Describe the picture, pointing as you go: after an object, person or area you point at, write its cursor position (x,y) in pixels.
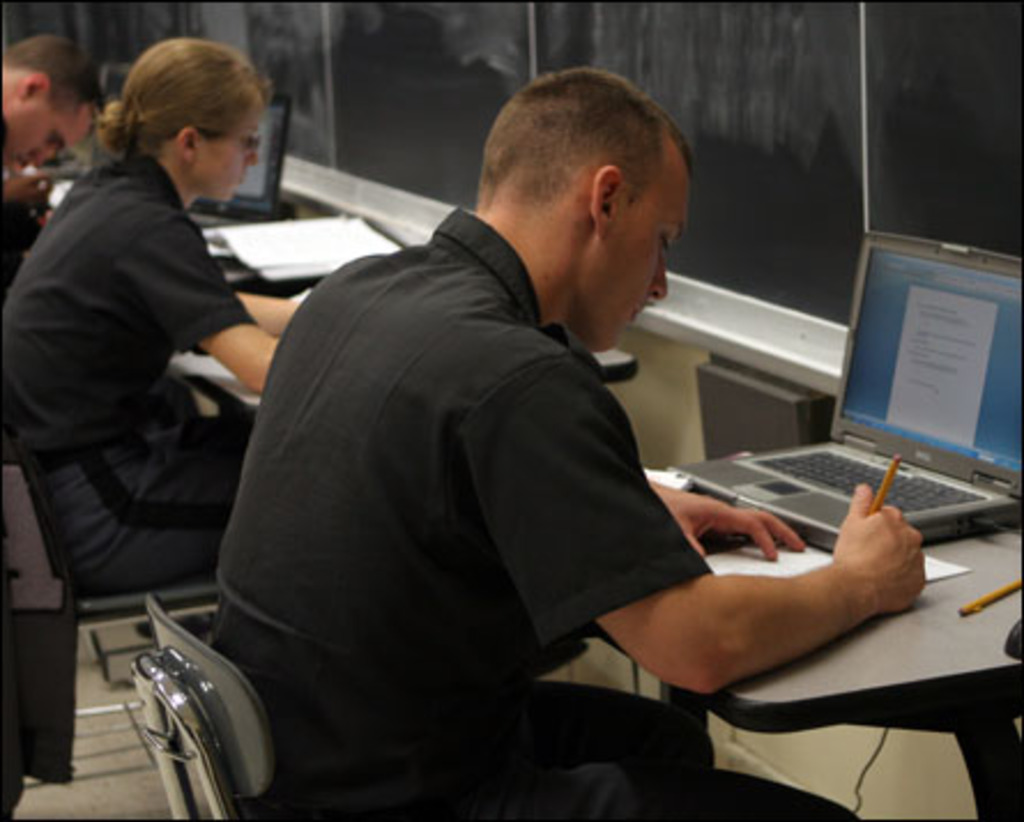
In the picture we can see two men (509,658) and a woman (52,306) sitting on the chairs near the desk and they are working and on the desk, we can see some papers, laptops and one man (310,562) is writing something in the paper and in front of them we can see a blackboard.
